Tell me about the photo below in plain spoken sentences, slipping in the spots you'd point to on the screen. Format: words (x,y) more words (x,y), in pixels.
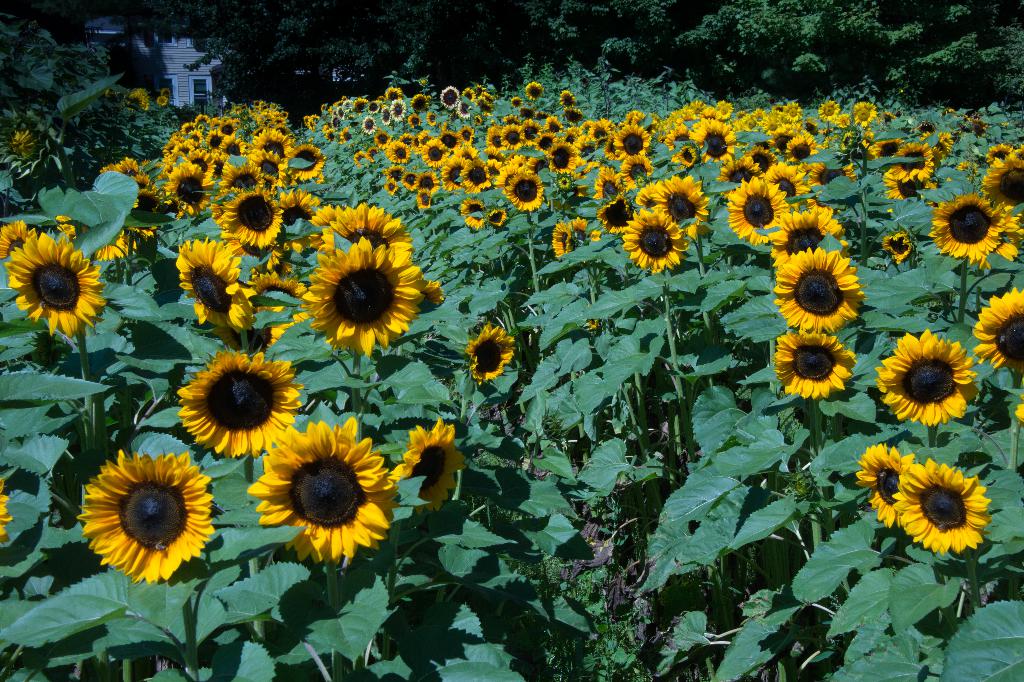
In this picture we can see plants (248,561) with flowers (764,212) and in the background (197,83) we can see a building (162,62) and trees (564,13).
